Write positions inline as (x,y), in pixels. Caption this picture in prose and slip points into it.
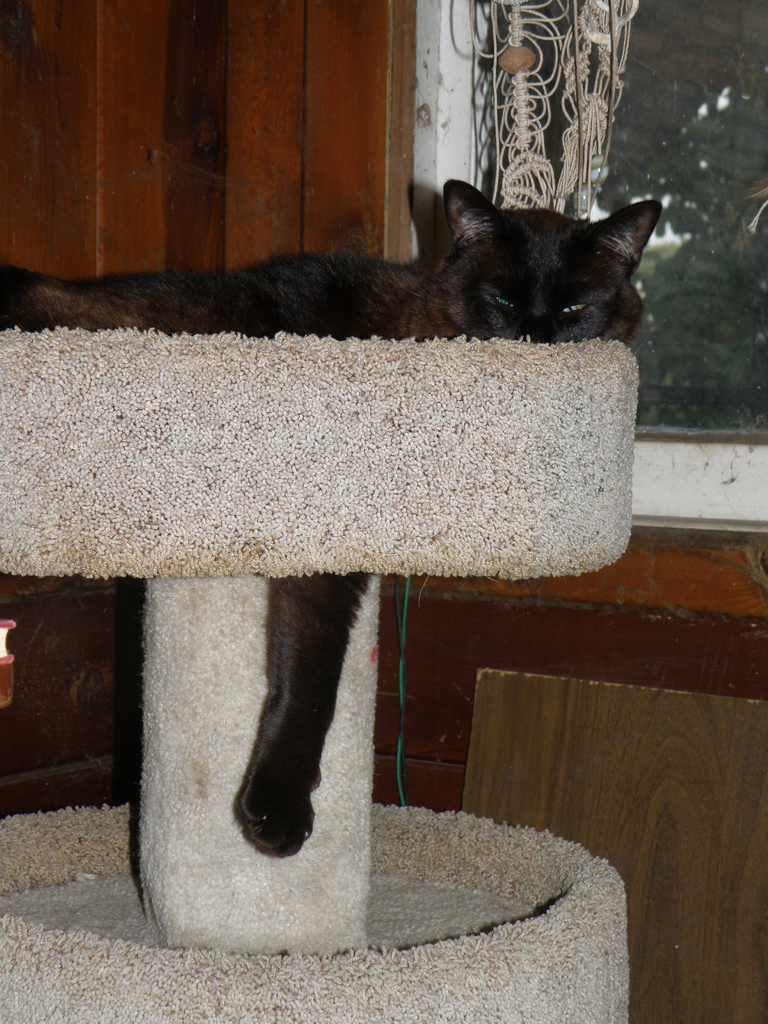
In this image I can see the cat (520,219) on the ash color object (266,350). I can see the cat (370,326) is in black color. In the background (403,245) I can see the wooden wall (246,210) and the window (569,208). Through the window (672,328) I can see the trees (608,181) and the sky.
